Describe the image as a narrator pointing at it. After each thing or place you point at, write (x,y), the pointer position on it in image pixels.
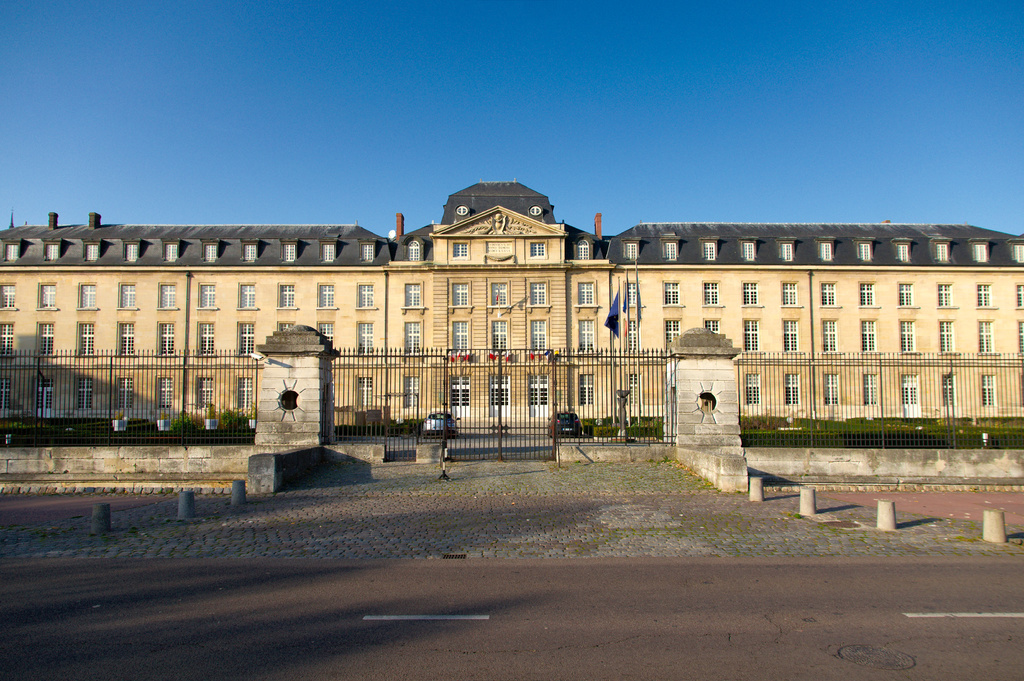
In this image there is a fence (108,426) having two pillars (316,340) to it. Before it there is pavement (77,488). Bottom of the image (191,573) there is road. Background (477,327) there is a building (29,296) having few windows (462,344) to it. Before the building (474,419) there are two cars (437,413) on the road (491,425). Few flags (622,322) are attached to the poles (627,334) which are behind the fence (680,396). Top of image (546,77) there is sky (519,113). Few plants (806,426) are behind the fence (947,438).
